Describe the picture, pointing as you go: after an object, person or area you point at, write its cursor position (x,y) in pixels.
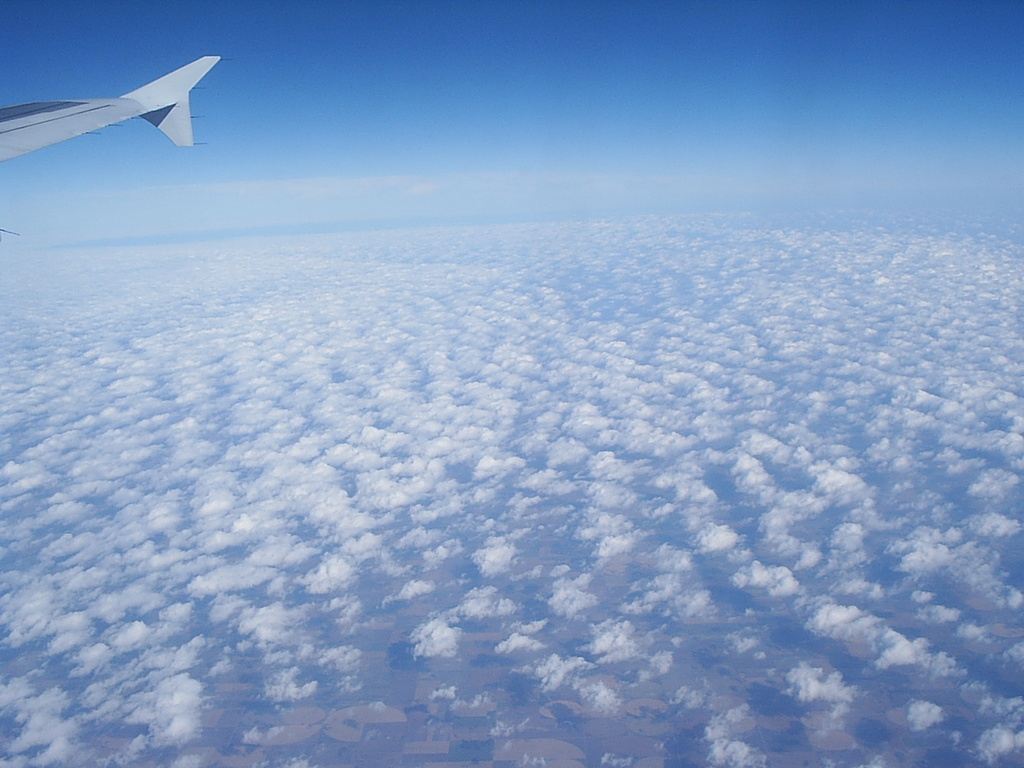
In this image I can see the wing (14,114) of the aircraft (15,130) which is ash in color and I can see the aircraft (177,103) is flying in the air (58,79). In the background (207,352) I can see few clouds (443,395), the ground (473,711) and the sky (639,158).
